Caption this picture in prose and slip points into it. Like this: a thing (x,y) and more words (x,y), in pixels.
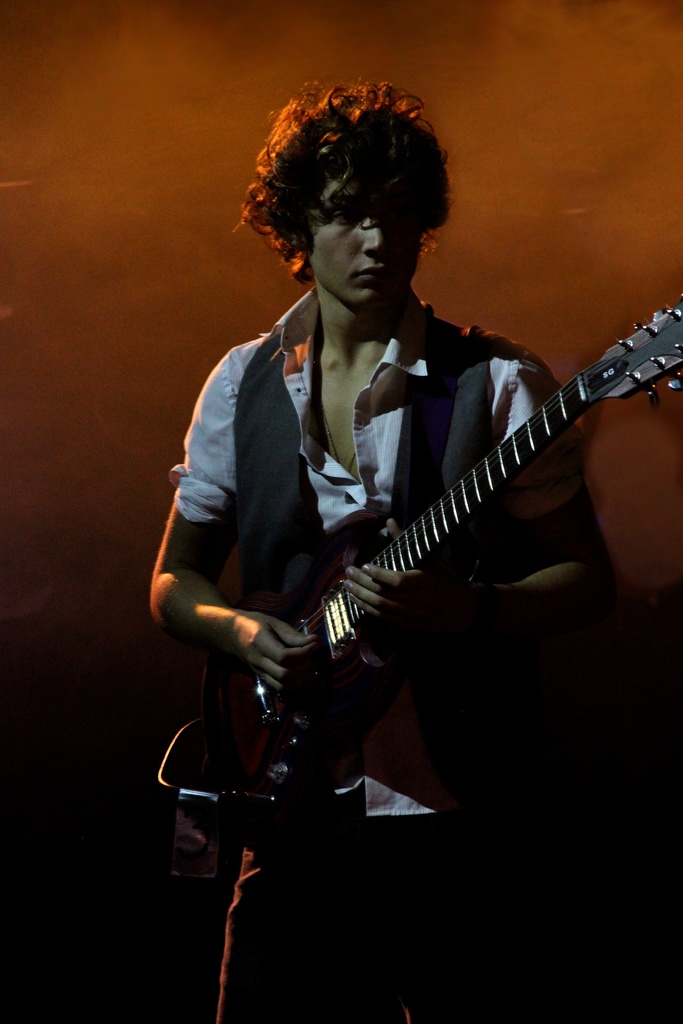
In this image there is a man (474,398) standing and holding the guitar (274,726) and playing with his hand (273,650).
